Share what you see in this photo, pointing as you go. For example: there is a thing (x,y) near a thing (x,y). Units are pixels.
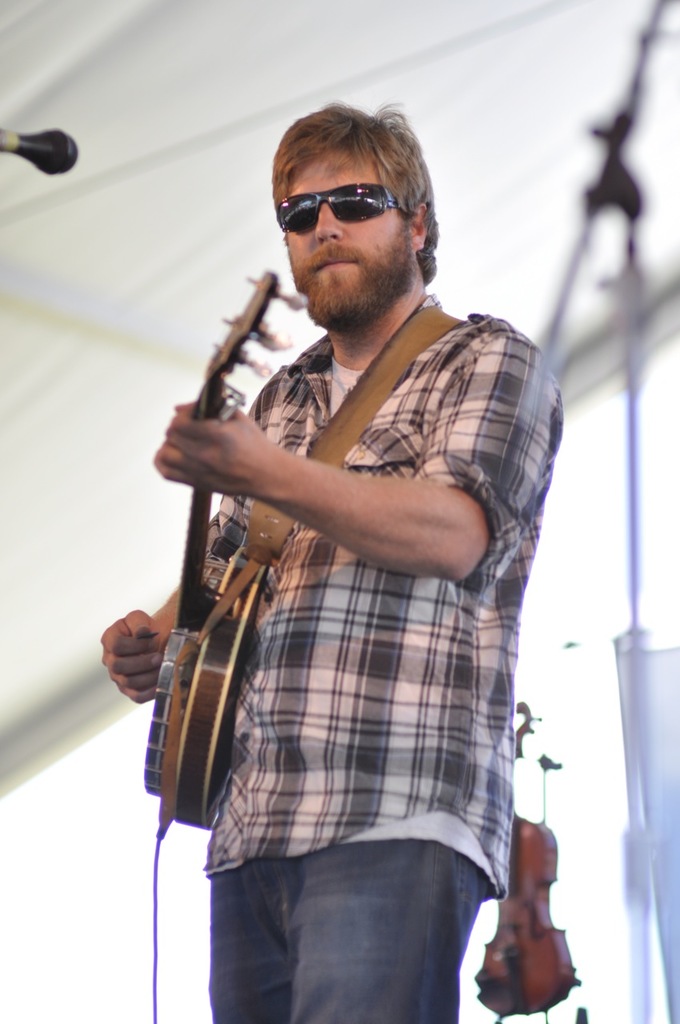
In the image we can see there is a man (382,576) who is standing and he is holding banjo (156,764) in his hand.
